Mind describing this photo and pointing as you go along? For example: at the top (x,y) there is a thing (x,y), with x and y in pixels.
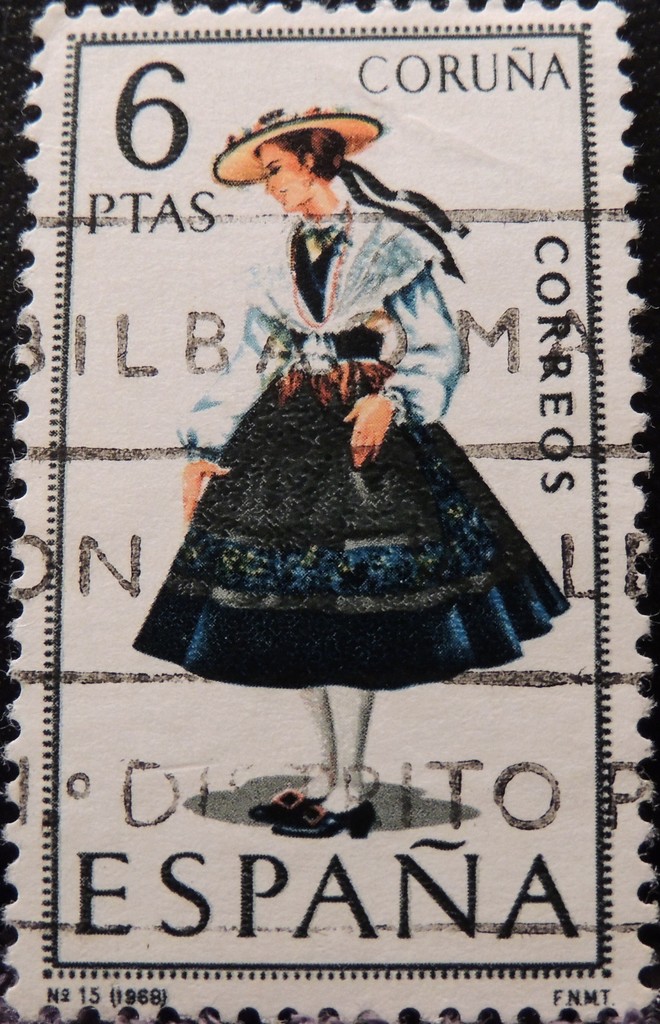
In this picture we can see a card (528,894), here we can see a woman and some text (207,910).
